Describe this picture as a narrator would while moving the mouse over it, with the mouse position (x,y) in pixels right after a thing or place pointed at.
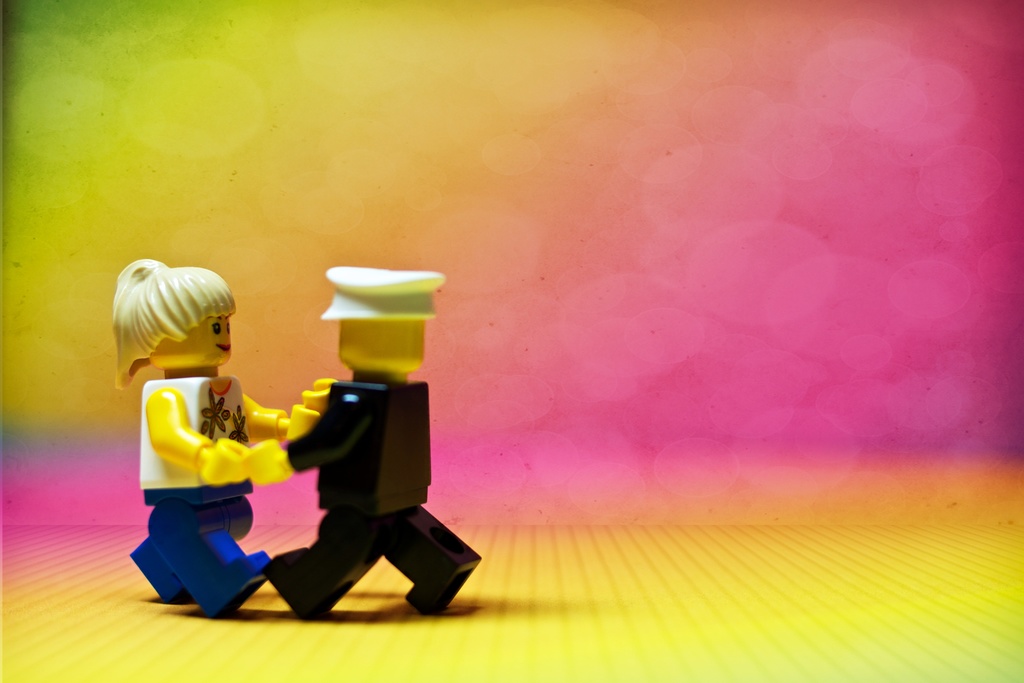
In this image there are depictions of persons (188,582). At the bottom of the image (833,601) there is a floor (759,583) and the background of the image (777,280) is edited.
